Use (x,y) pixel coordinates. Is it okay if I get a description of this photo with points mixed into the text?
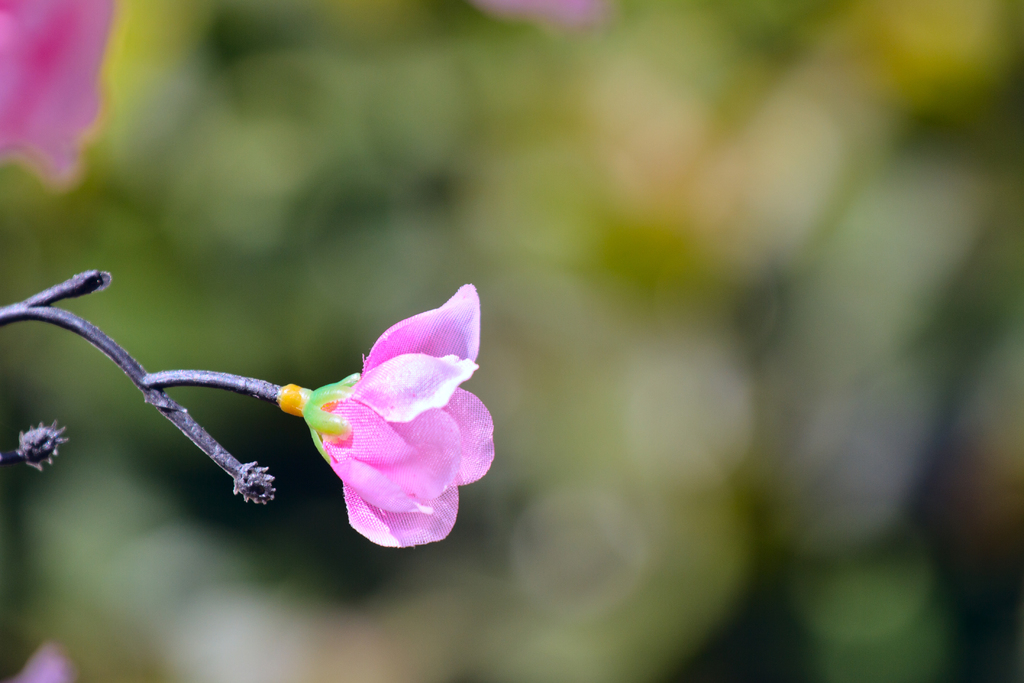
In this image in the foreground (353,390) there is one flower (357,404) and in the background (722,538) there are some plants (213,362).
